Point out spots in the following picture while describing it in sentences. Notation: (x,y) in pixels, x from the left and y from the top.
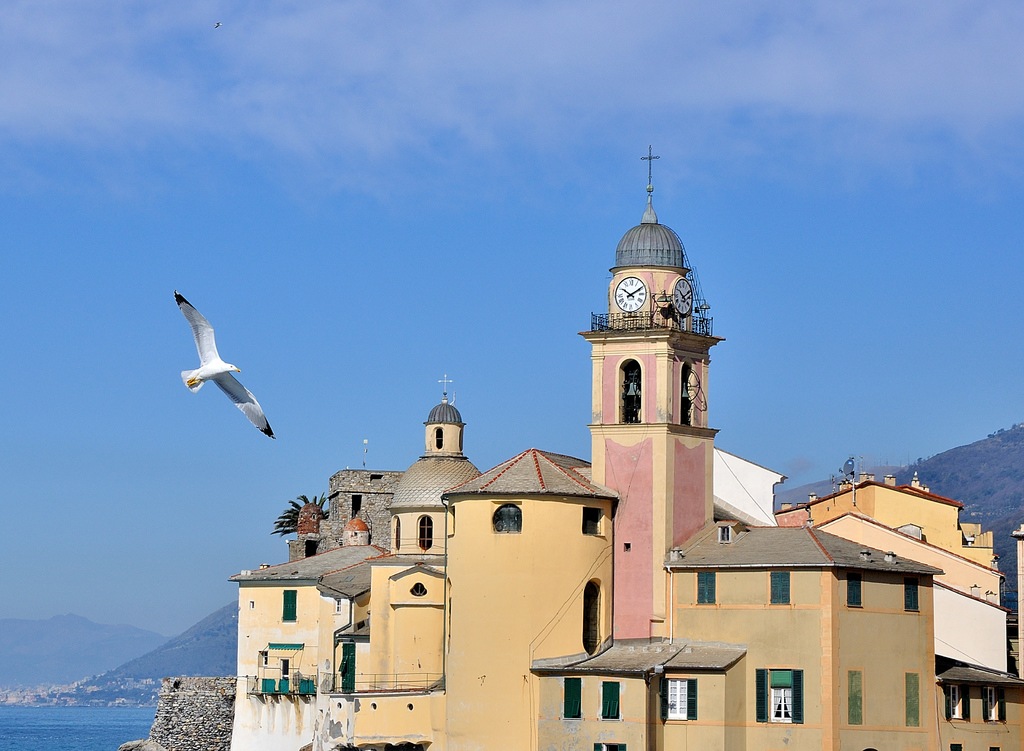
In this picture we can see a bird (210,358) in the air (207,430), and clocks (616,297) on the building (663,371), and also we can see few buildings (774,548), hills (951,486) and water (76,715).
